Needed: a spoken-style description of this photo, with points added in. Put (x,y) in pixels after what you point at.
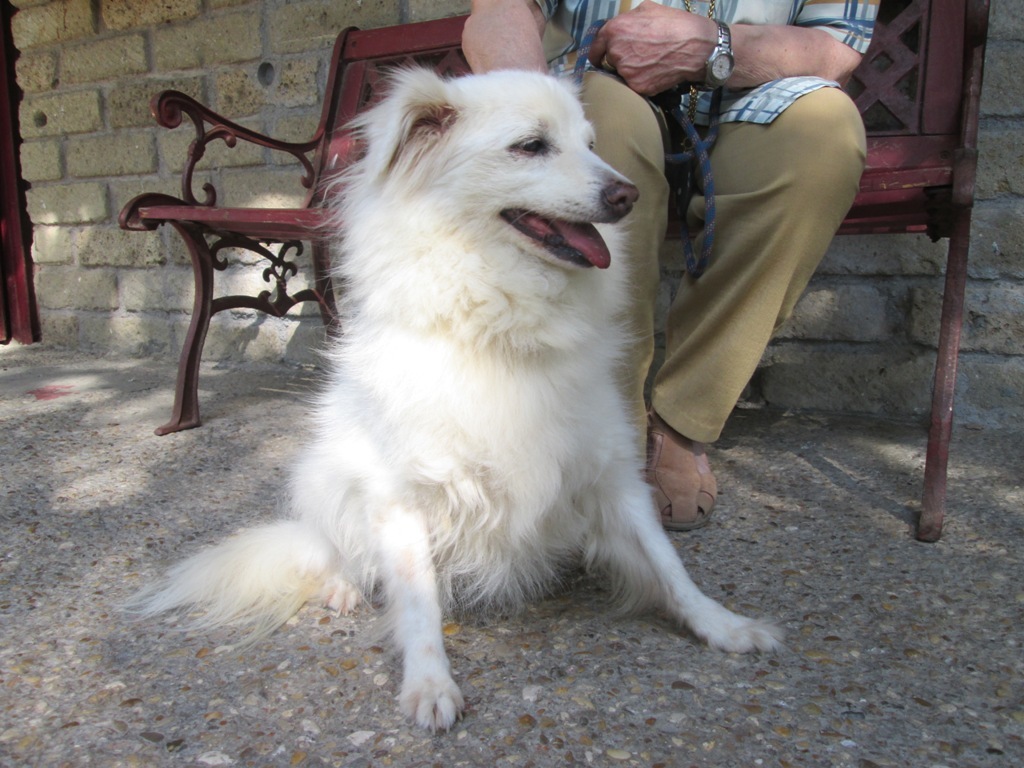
In this image there is person (789,148) sitting on the bench (884,149) and a dog (487,566) sitting on the floor (567,630). There is a brick wall (79,112).
